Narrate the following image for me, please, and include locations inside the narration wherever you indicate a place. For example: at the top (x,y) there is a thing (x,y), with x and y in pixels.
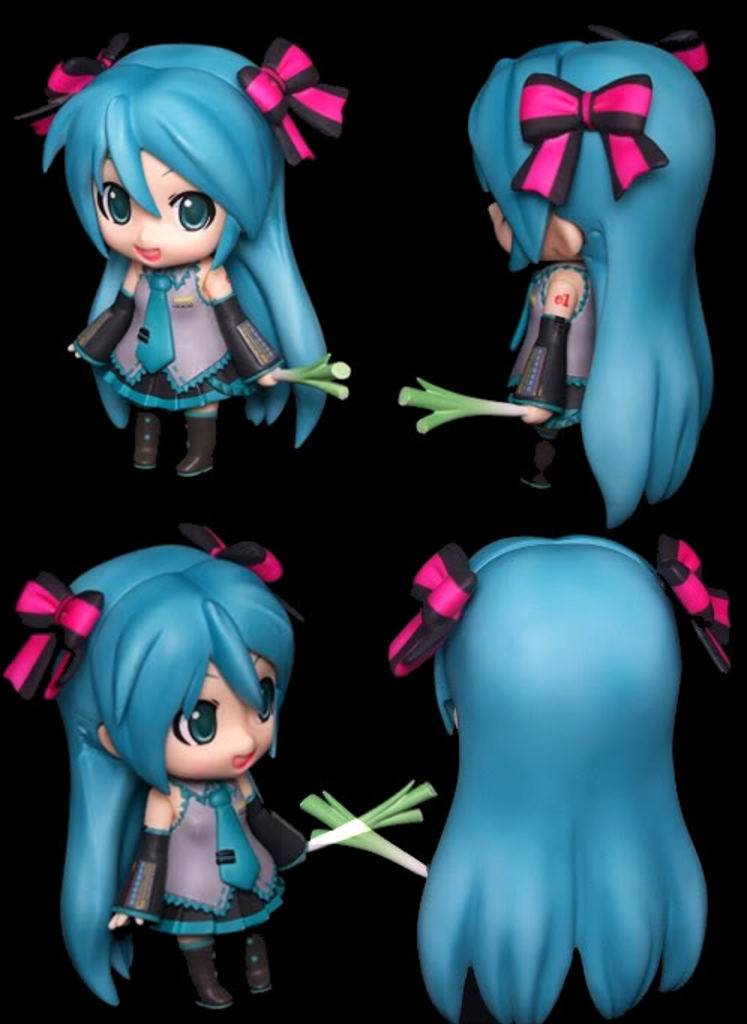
In this image I can see four toys (473,655) which are in black, blue and ash color dresses (165,358). These toys (160,351) are holding the white and green color objects (431,407). And there is a black background (23,46).
